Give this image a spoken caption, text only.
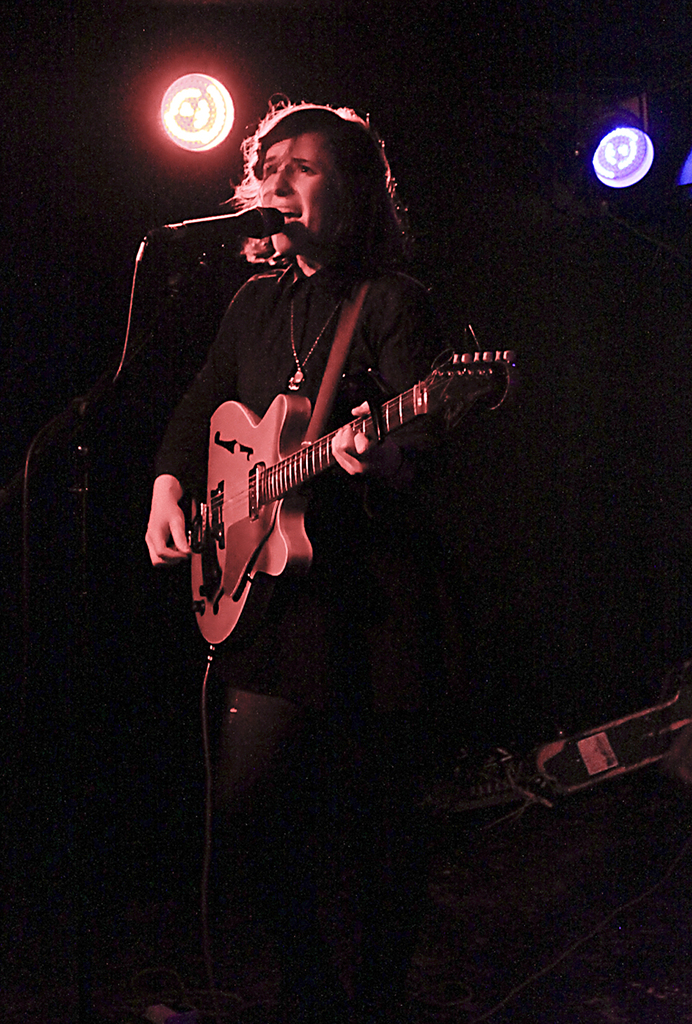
In this image I see a person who is holding a guitar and is standing in front of a mic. In the background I see the lights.
